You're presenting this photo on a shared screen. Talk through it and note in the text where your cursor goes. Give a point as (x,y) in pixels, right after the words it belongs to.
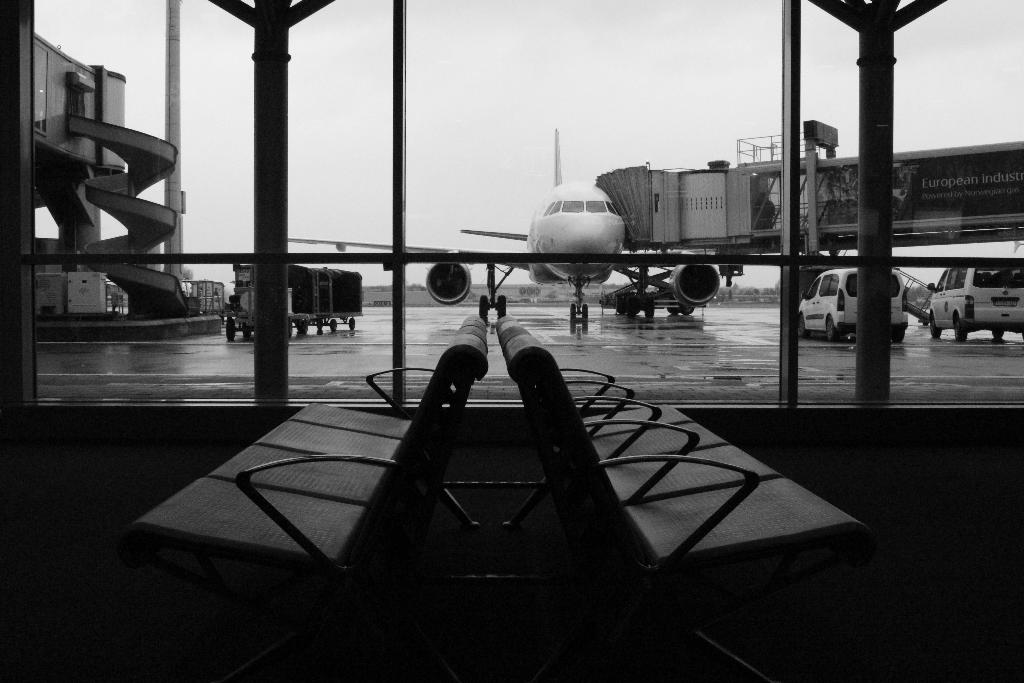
In this image we can see the chairs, glass windows (378,159). And we can see the aircraft (598,203), and vehicles (934,311). And at the top (426,140) we can see the sky (560,120).
